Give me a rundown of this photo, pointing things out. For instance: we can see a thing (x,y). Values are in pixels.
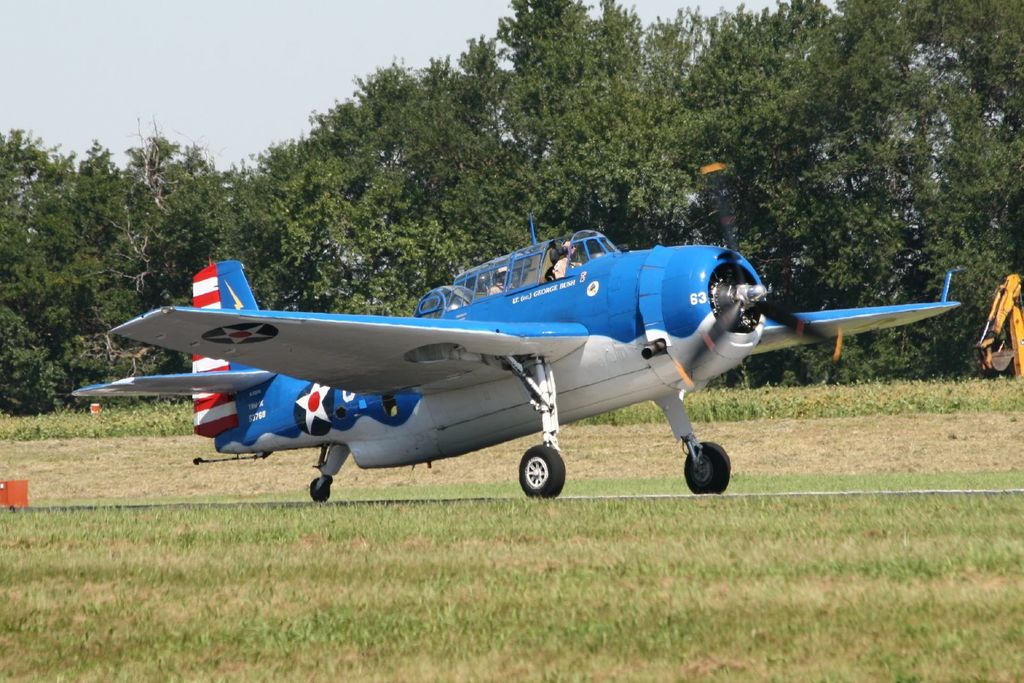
In this picture we can see a utility aircraft (557,484) on the grass ground (519,494) surrounded by trees (600,188).
